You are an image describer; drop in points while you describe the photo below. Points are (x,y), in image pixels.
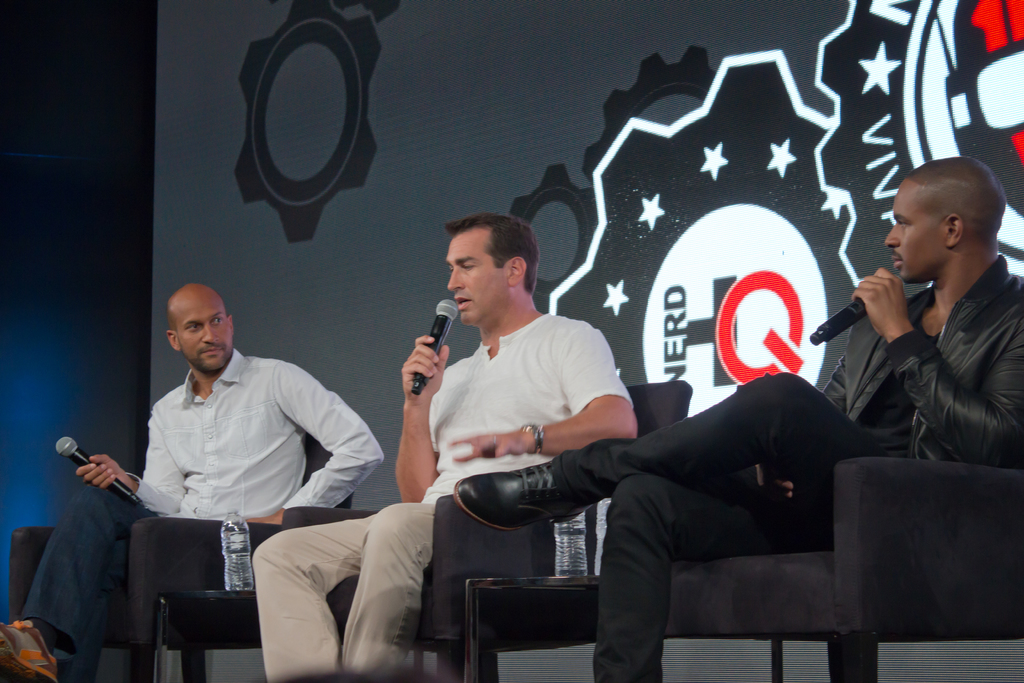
There are three men (266,467) sitting in the chairs (209,538) on the stage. Beside them there is a water bottle (567,544) placed. Everybody is having a mic (446,335) in his hand (883,294). The guy (492,330) in the middle (505,319) is talking. In the background (744,134) there is a wall (506,173) with some design (698,170) on it.
